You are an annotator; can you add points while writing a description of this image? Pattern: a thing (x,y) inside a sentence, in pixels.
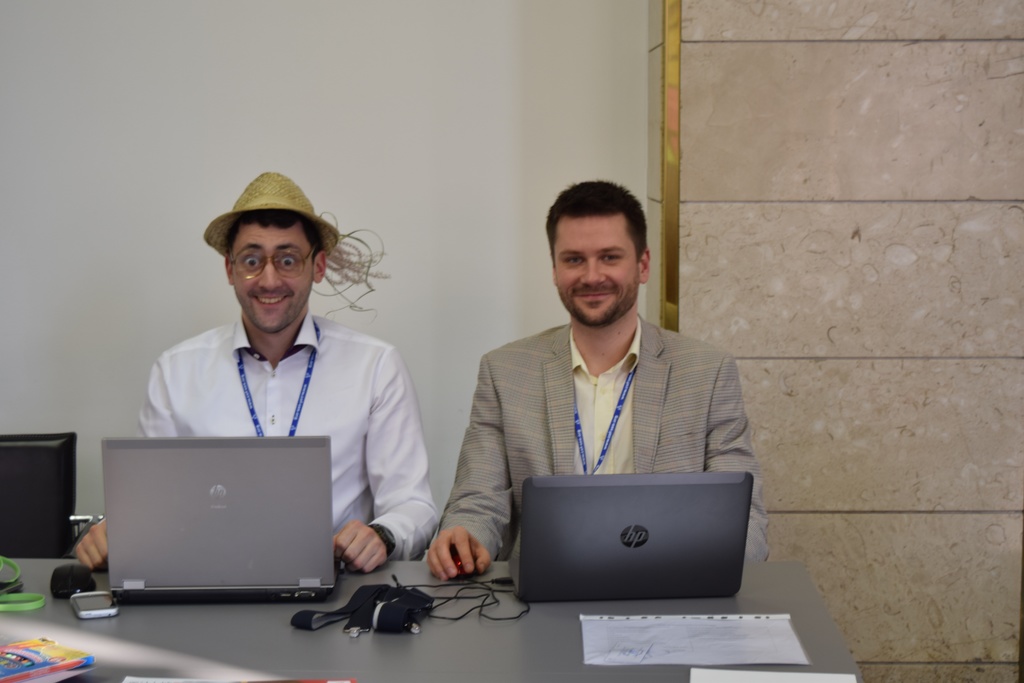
In this image I can see at the bottom (560,541) there are laptops (603,598) on the table (451,654). In the middle (582,282) two persons (537,398) are there, they are wearing shirts (408,468). In the background (433,177) there is the wall (477,165).
